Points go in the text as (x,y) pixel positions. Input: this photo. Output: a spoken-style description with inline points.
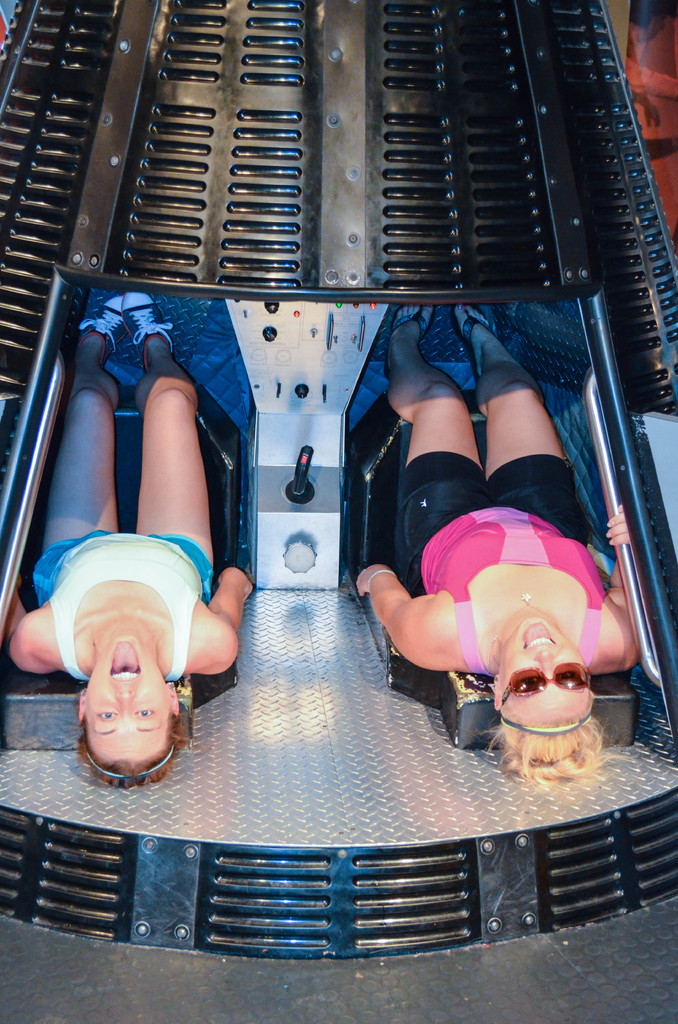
In this picture we can see women (88,367) sitting on seats (189,699), they are smiling, one woman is wearing spectacles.
